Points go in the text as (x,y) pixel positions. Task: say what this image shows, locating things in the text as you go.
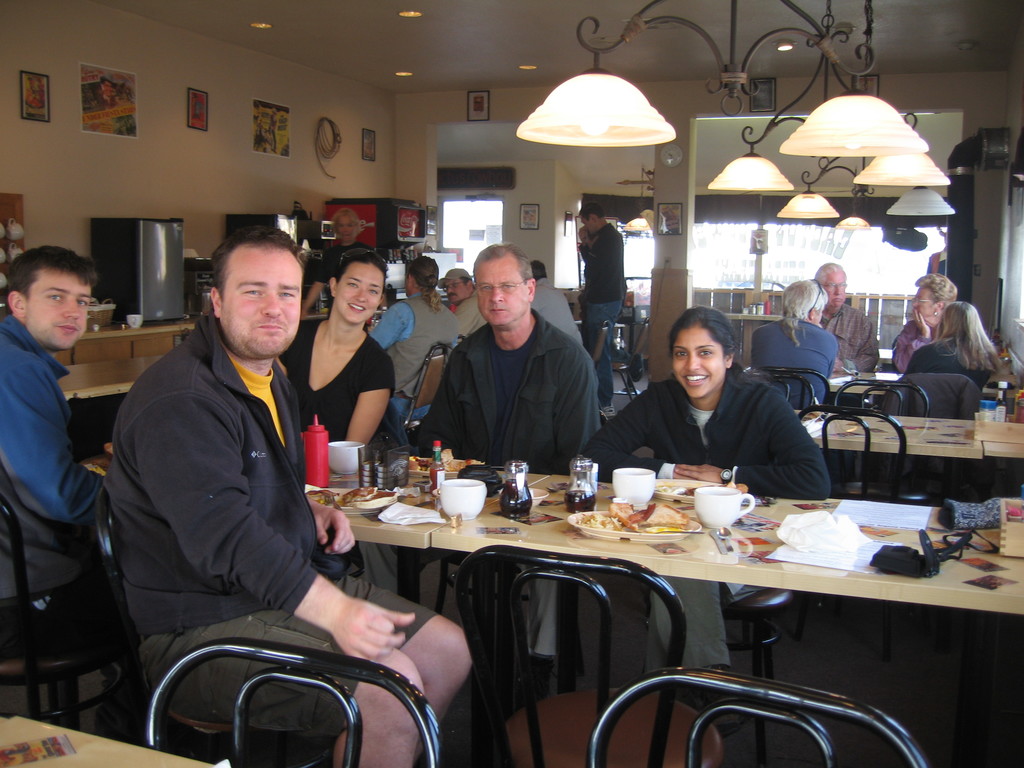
In the image we can see there are lot of people (499,411) who are sitting and in front of them there is a table (540,514) on which there is a bowl (472,504), ketchup bottle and in plate (644,529) there are food items (667,522).
